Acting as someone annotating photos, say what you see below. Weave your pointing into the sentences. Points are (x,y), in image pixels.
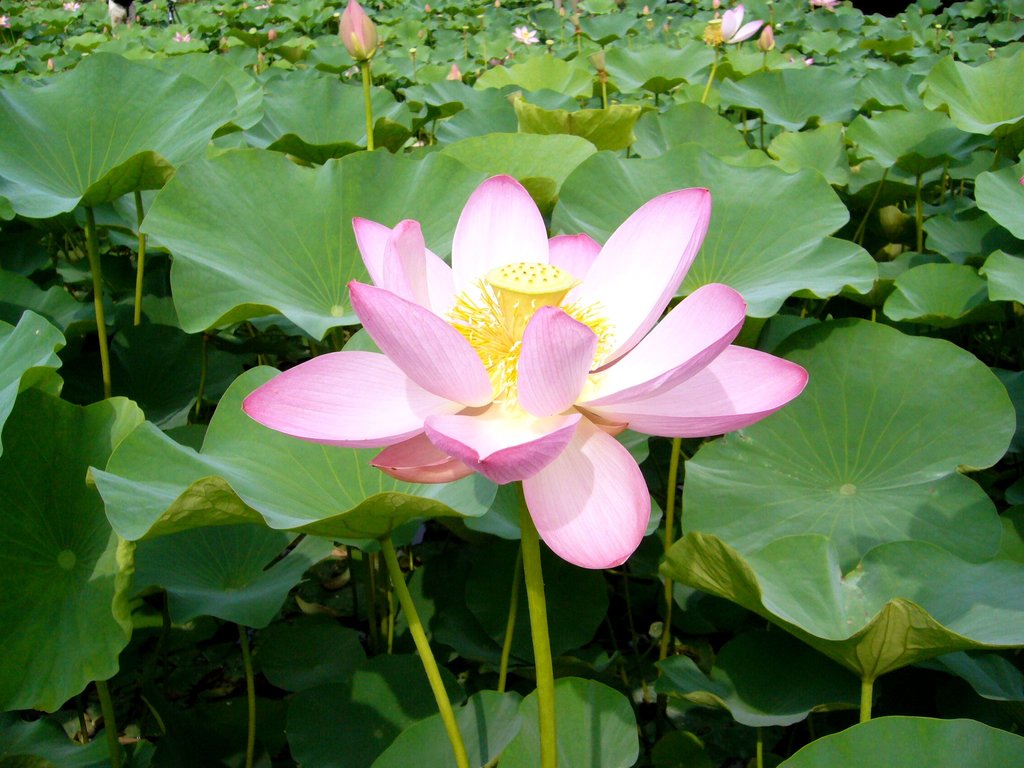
In this image we can see pink color flowers (500,286), leaves (394,172) and stems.
